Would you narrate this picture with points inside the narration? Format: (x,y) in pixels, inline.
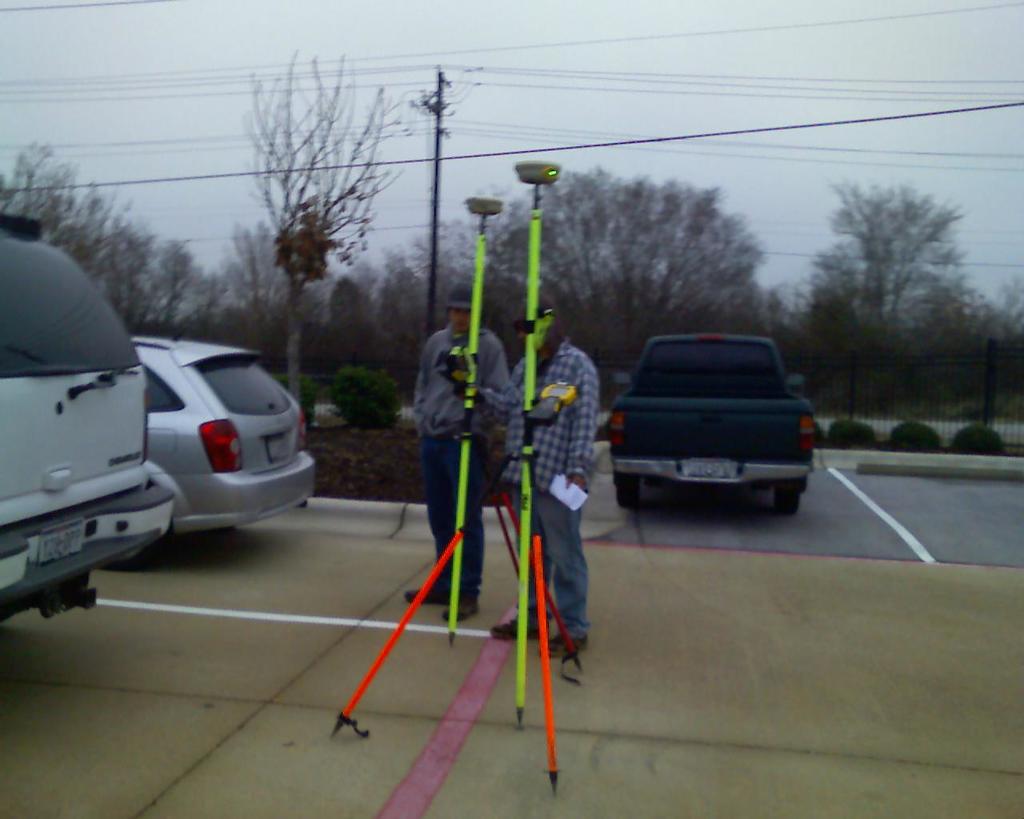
In this picture we can see there are two people (514,407) standing on the path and in front of the people (568,434) there are stands (470,367). On the left side of the people (442,448) there are some vehicles (122,478) parked on the path (195,595). Behind the people (535,490) there is a vehicle (677,453), trees (415,284), an electric pole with cables (483,72) and a sky (604,56).
